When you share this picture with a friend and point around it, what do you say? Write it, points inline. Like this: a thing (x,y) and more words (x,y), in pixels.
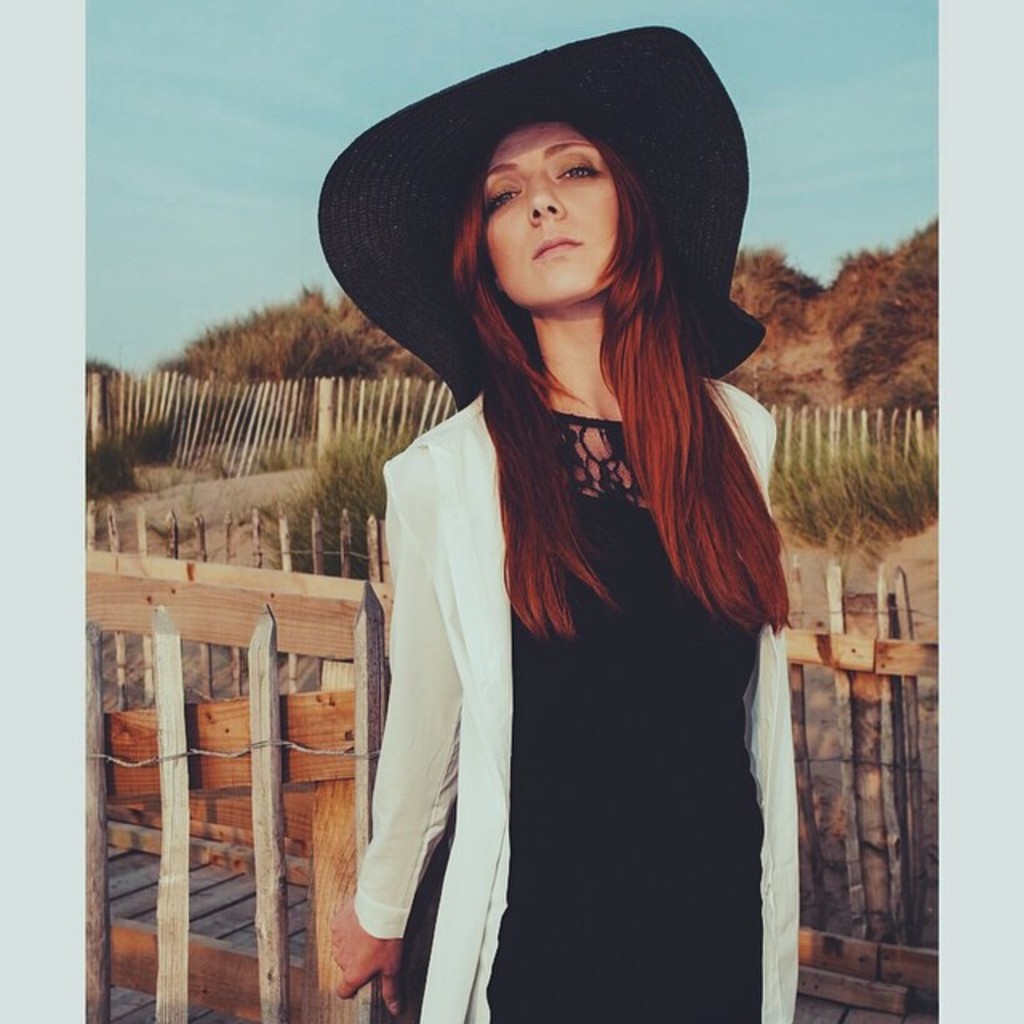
In this image we can see a woman (688,468) wearing a hat (661,233) and dress (584,736) is standing on the floor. In the background (876,995), we can see a wooden fence (214,611), a group of plants (379,458) and sky (207,80).
